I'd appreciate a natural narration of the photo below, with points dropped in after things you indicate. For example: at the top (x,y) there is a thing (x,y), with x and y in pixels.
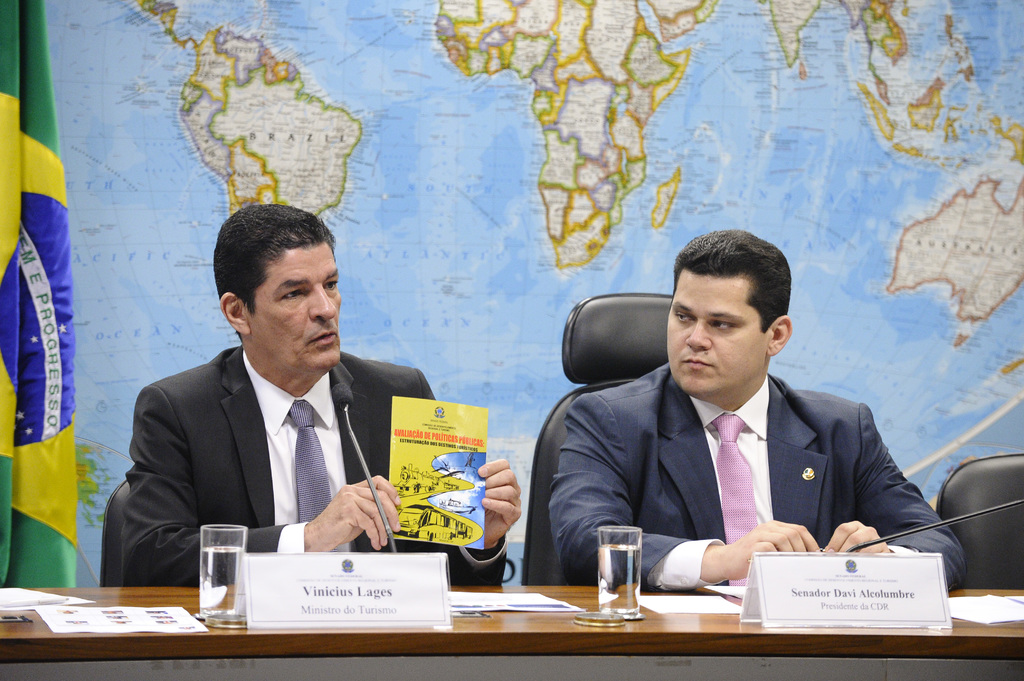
In this image I can see two men (239,391) are sitting on the chairs (546,538) in front of the table (521,645). On the table (655,629) I can see two name boards (408,621), two glasses (217,573), some papers (149,617) and a microphone (351,420). On the left side (25,278) there is a flag (27,489). In the background (625,137) there is a map (449,147). The man (691,274) who is on the right side (713,491) is looking at the other man (271,471) who is holding a paper (424,483) in the hands (395,520) and speaking.
